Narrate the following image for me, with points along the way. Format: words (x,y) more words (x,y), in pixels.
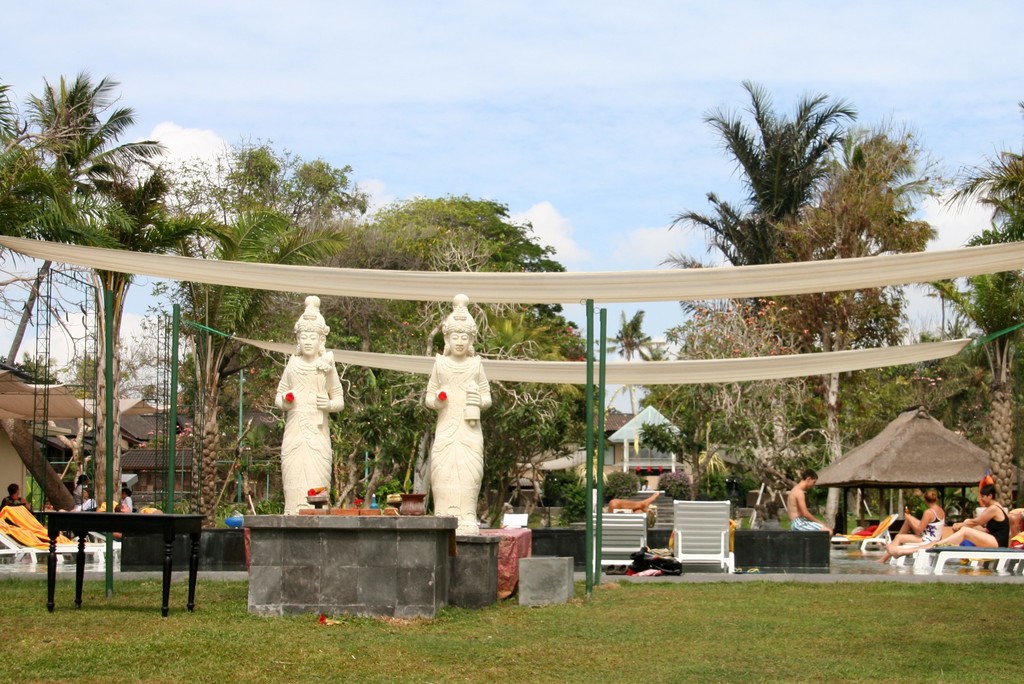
In this image in the front (490,653) there's grass (585,642) on the ground (691,662). In the center (438,405) there are statue (285,454), there are tables (148,528), chairs (630,552) and there are persons (976,521) sitting. In the background (119,372) there are trees (547,350), tents (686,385) and the sky (621,157) is cloudy.
